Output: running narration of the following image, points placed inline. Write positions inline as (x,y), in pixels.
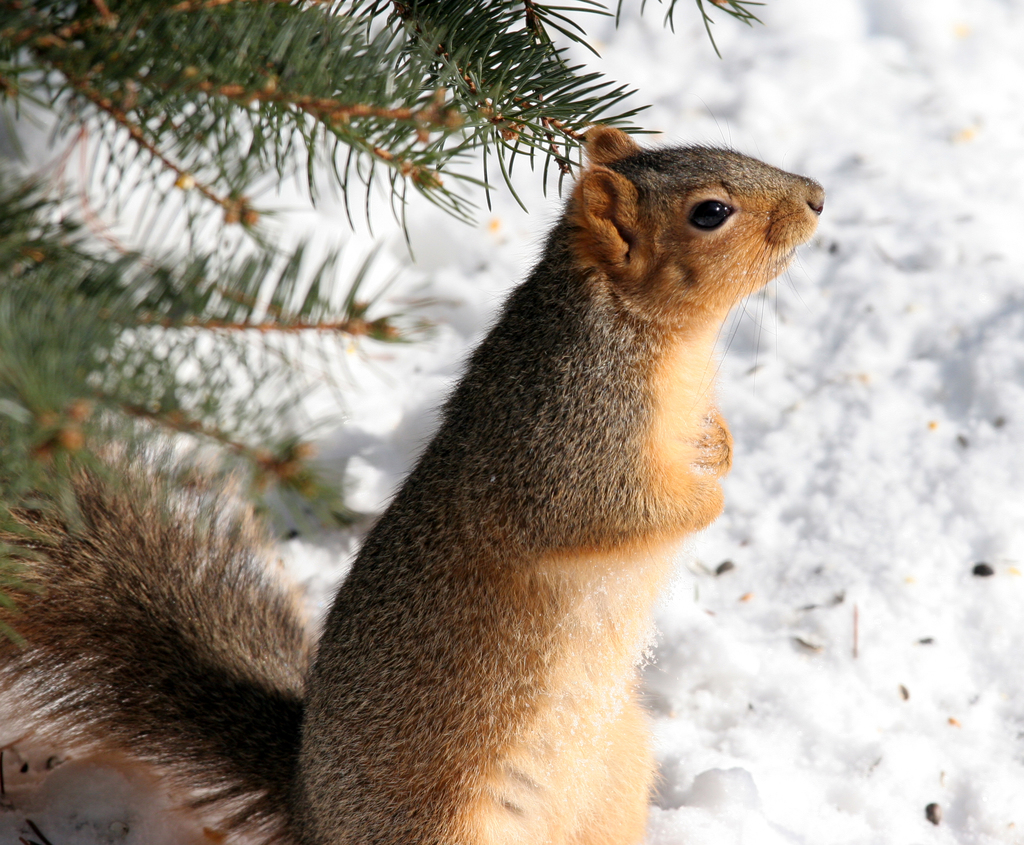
Here I can see a squirrel (502,643) is facing towards the right side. In the background (876,303), I can see the snow (884,255) and a plant (233,175).
